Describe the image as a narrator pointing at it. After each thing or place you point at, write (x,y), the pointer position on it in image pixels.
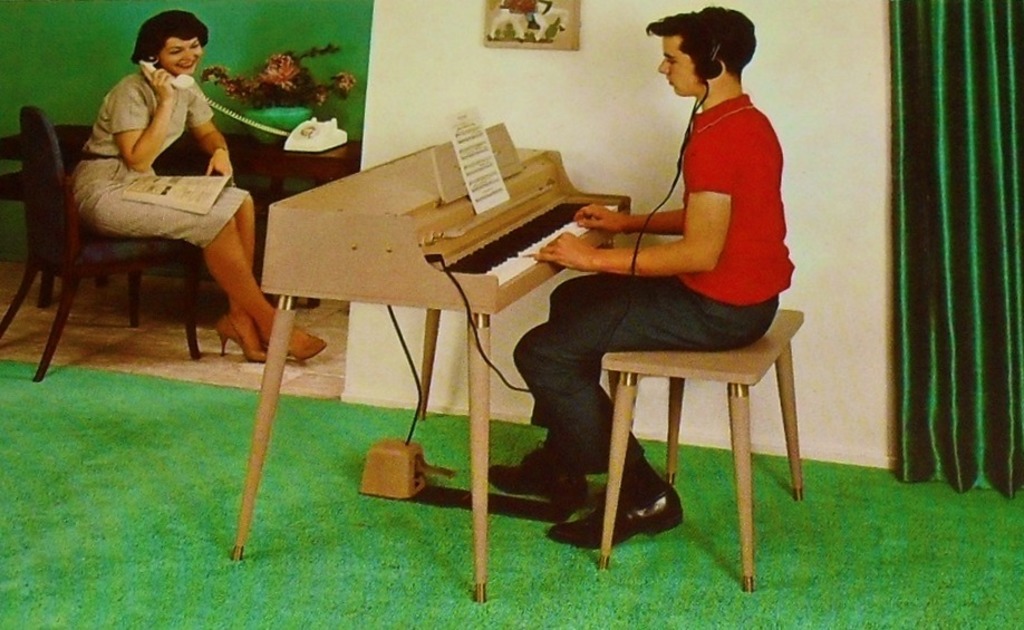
In this image we can see a man (703,108) sitting and playing piano (574,215). In the background (127,215) we can see a woman (124,229) sitting on chair (99,238) and talking on telephone (287,146). We can see photo frame (520,19) on wall (496,56) and curtains (906,127).
